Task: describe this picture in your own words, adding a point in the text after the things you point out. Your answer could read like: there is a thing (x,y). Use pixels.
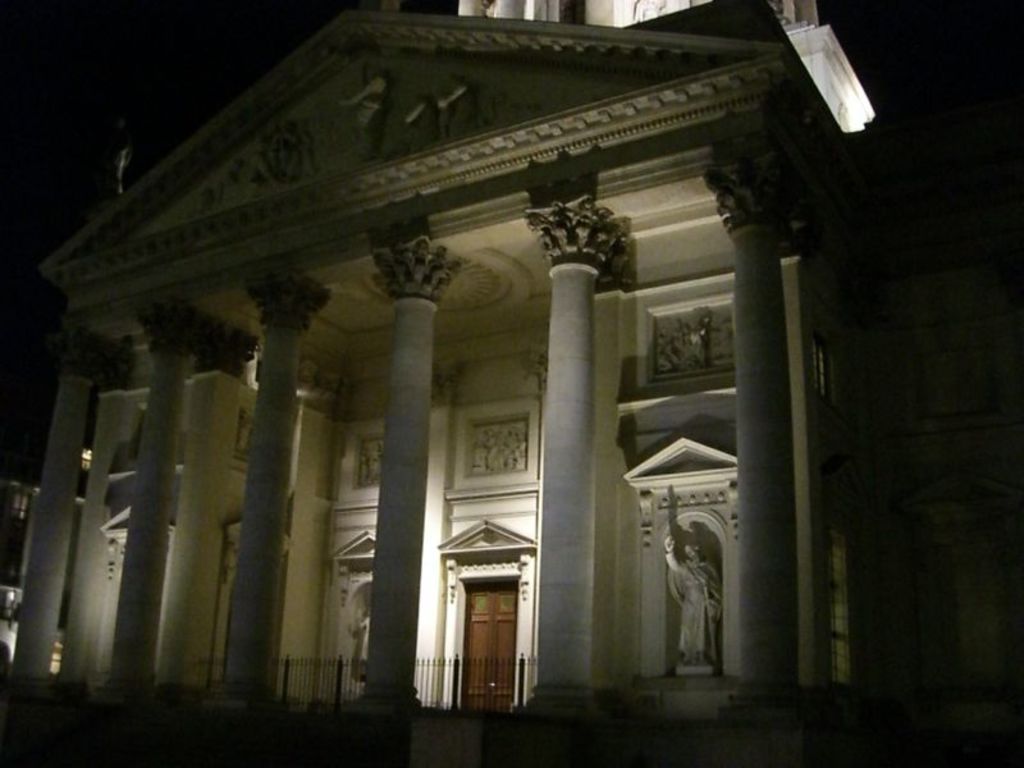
In this image there is a building (464,443) truncated, there are pillars (587,596), there is the door (487,626), there are sculptures (690,363) on the wall (695,446), there is a fence (337,682), the background of the image (125,80) is dark.
